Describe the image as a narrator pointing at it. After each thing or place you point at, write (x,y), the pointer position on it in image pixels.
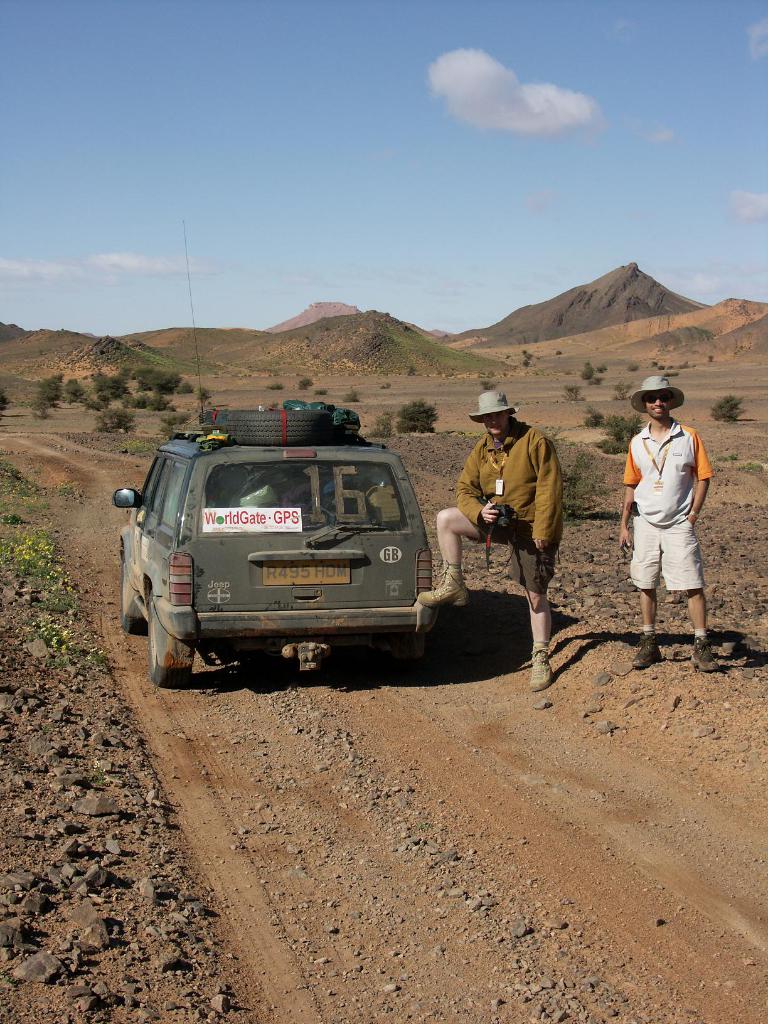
In the center of the image (405,534) there is a vehicle (199,593). There are two persons (475,530). At the bottom of the image (394,815) there is a sand road (426,829). In the background of the image (599,291) there are mountains (565,303). There is sky (329,197). To the left side of the image (82,744) there are stones (99,903).
